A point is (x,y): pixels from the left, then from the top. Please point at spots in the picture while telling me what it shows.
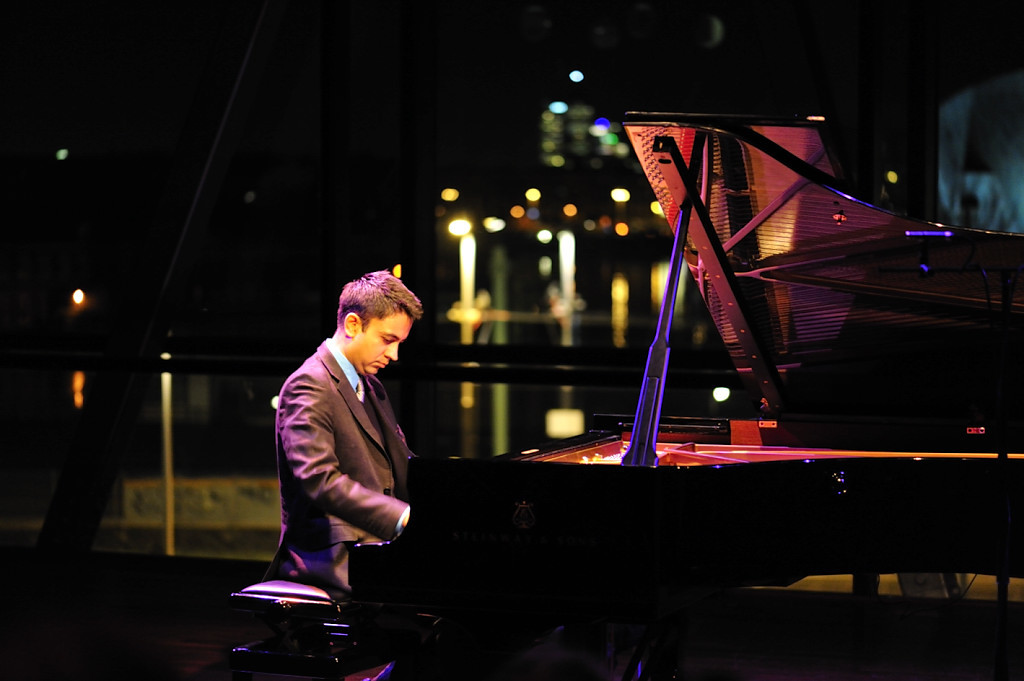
In this image, There is a black color music instrument (697,492) and there is a man (333,444) sitting in front of music instrument (482,493), In the background (518,329) there is black color.
